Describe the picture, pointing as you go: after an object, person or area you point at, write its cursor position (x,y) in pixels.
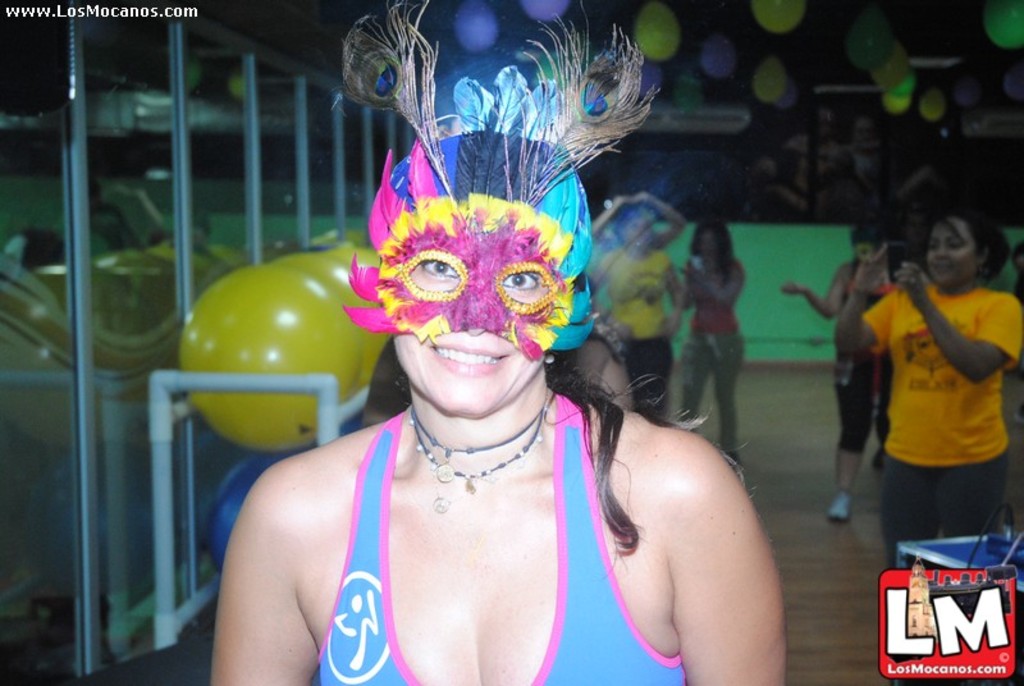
In this image we can see a woman (285,604) wearing eye mask (515,317) on her face (511,319) is smiling. In the background (143,491), we can see a few more people (992,409) standing on the floor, balloons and the glass door (157,214). Here we can see the watermark (881,620).
